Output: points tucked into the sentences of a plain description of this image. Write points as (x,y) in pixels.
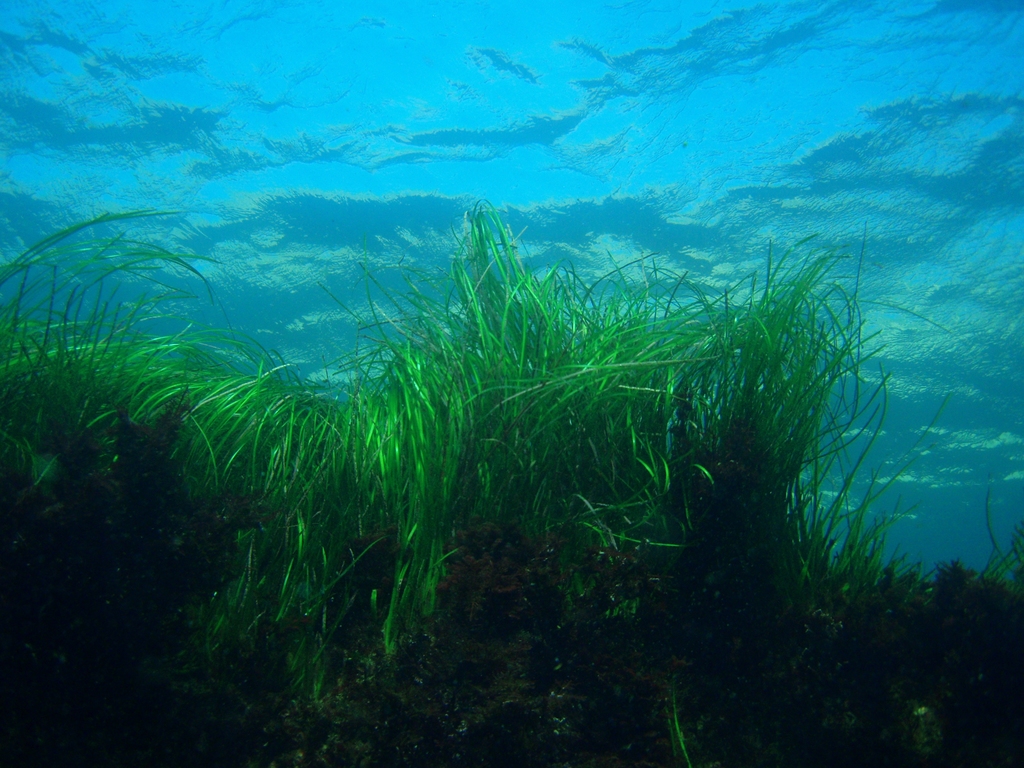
In the image there is water (697,251). Inside the water (260,231) to the bottom of the image (280,572) there is grass (638,492).
